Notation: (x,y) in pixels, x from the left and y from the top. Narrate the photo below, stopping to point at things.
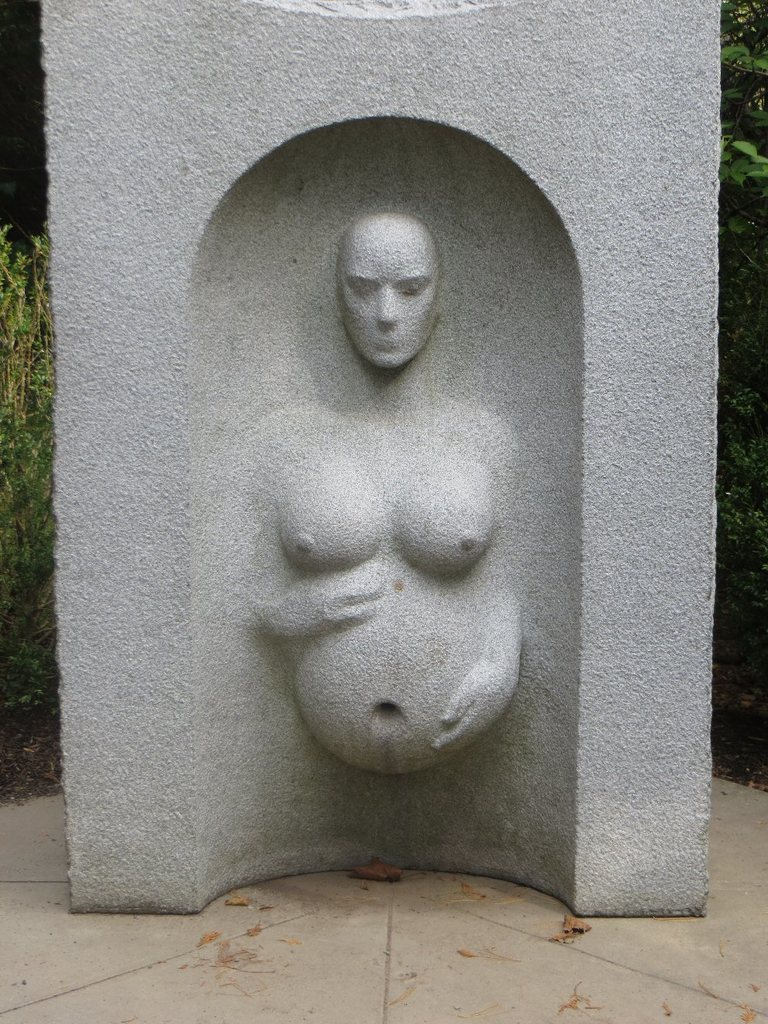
In this image there is a stone (508,372) having a sculpture (467,538). Stone (262,809) is on the floor (319,902). Background there are few plants (760,428).
